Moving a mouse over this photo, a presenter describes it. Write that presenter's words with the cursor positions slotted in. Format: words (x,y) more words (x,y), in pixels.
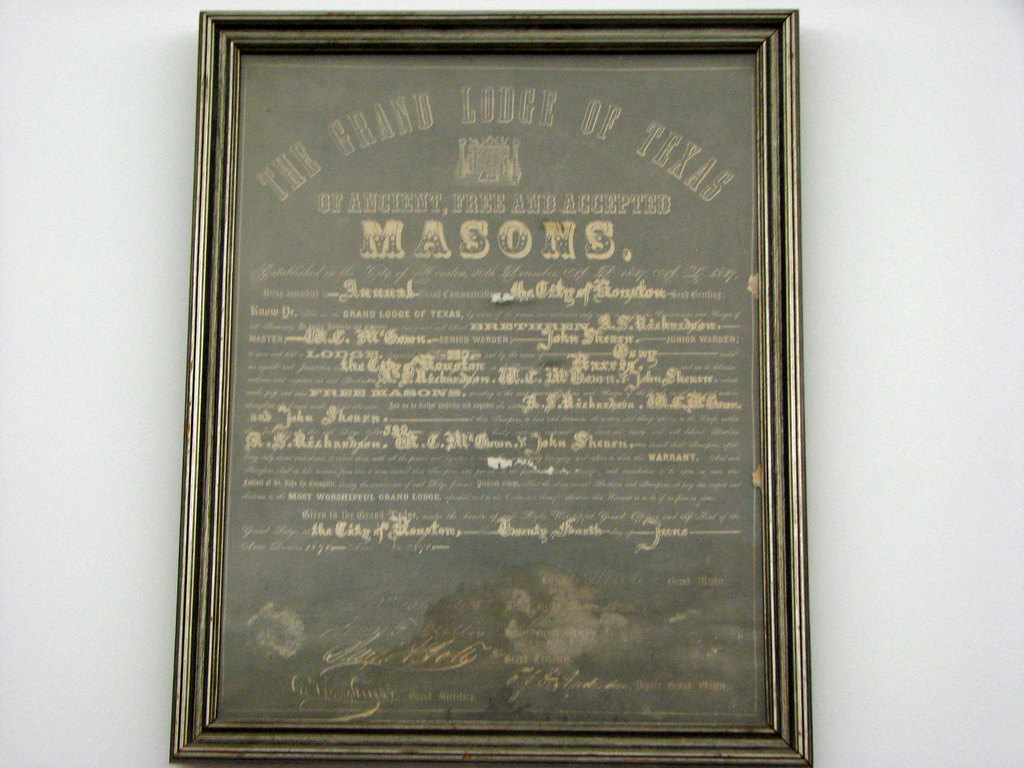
In this picture, we can see frame (223,178) and some text (692,490) on it, we can see the white background (14,80).
